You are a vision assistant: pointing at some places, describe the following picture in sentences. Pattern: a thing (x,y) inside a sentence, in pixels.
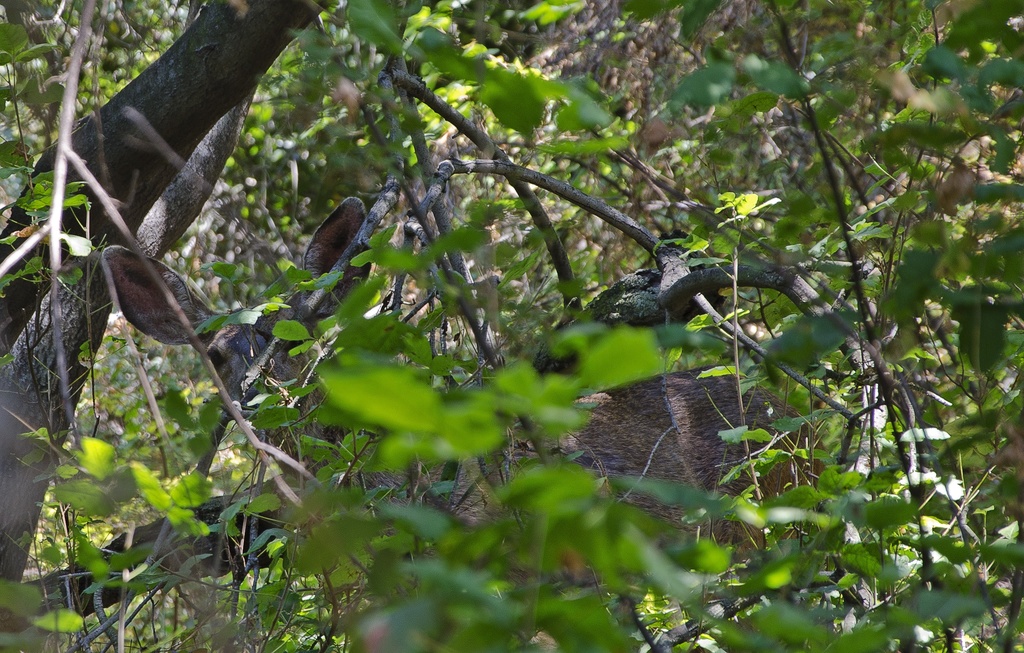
In this image we can see an animal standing behind the branches (238,566) of a tree (75,328) and there are many leaves (544,162) and branches (821,139).
